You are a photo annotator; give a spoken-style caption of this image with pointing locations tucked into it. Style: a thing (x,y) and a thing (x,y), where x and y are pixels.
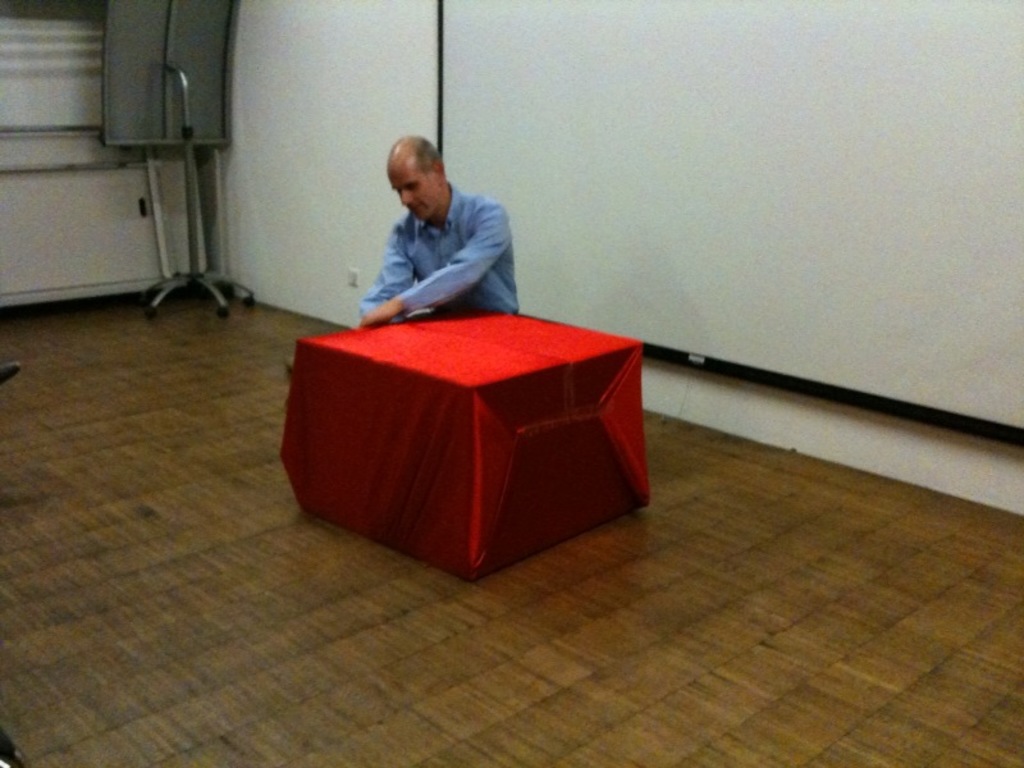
Here we can see a person (461,205) is sitting on the floor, and here is some object (504,342) on it, and at back (335,24) here is the wall (315,56).
